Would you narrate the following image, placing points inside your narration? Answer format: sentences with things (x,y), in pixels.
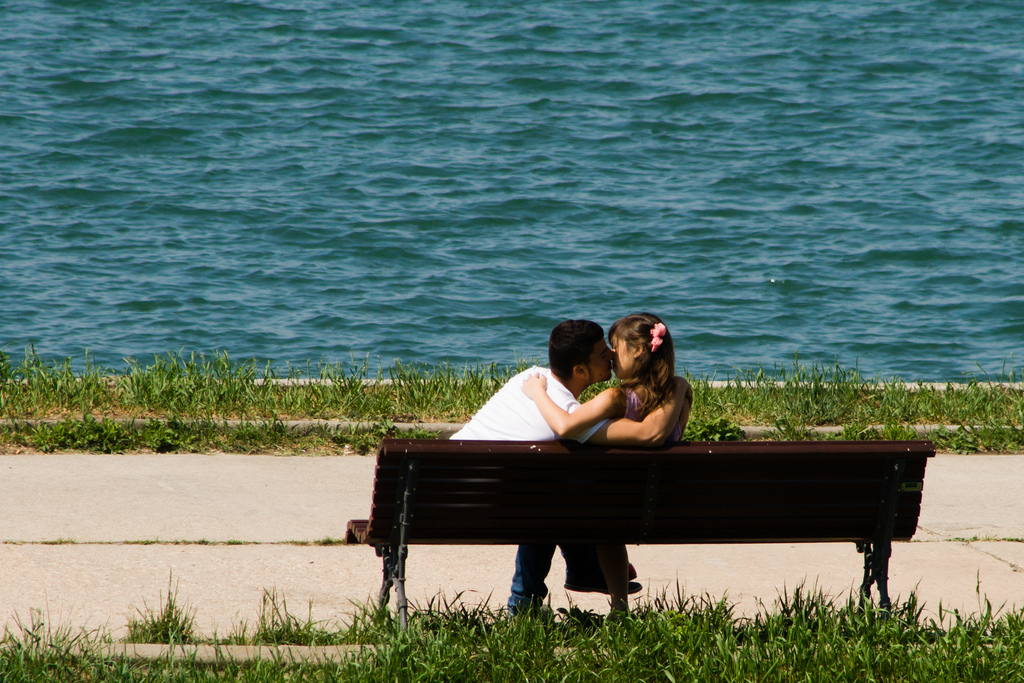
In this image I can see a man (493,419) and one woman (572,421) sitting on the bench (553,501). On the top of the image (326,194) I can see water (551,168). On the bottom of the image (573,656) there is grass (586,656).
